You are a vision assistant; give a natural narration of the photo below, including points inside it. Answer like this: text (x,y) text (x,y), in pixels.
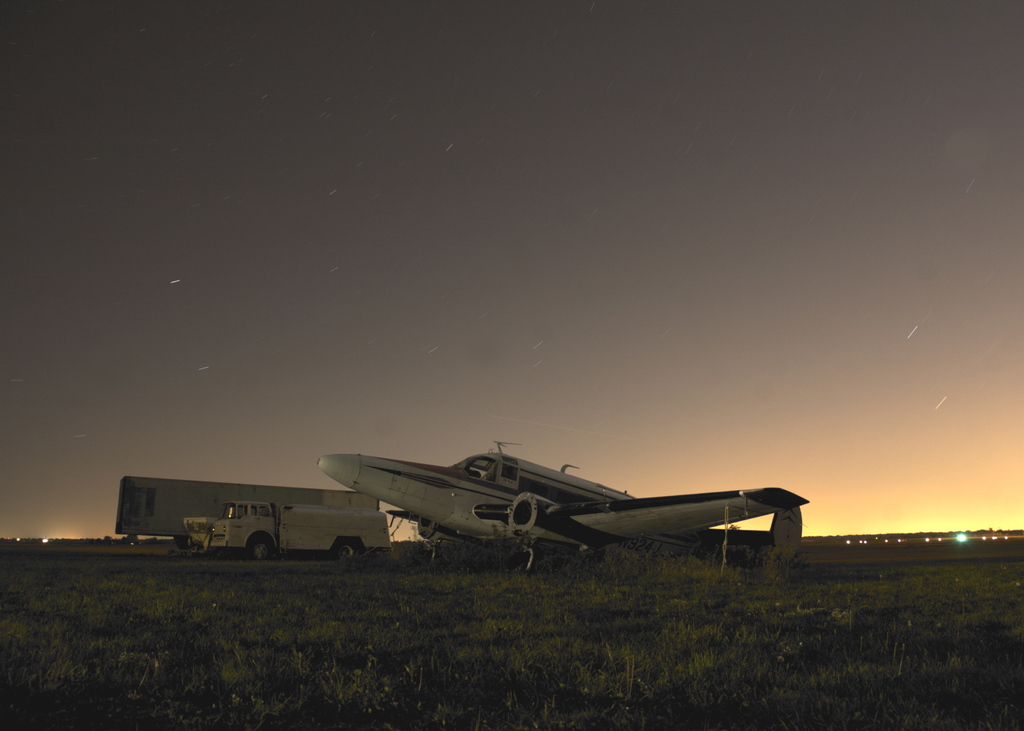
As we can see in the image the ground (547,623) is covered with grass (416,638). There is an aeroplane (509,533) standing on the land (974,542) beside it there is a truck (304,536) and beside the truck (269,513) there is another vehicle (150,507) standing and on the above there is a clear sky (635,99) and back of the aeroplane (606,511) and vehicles (331,536) there are lights (925,540) on the road (953,546).
